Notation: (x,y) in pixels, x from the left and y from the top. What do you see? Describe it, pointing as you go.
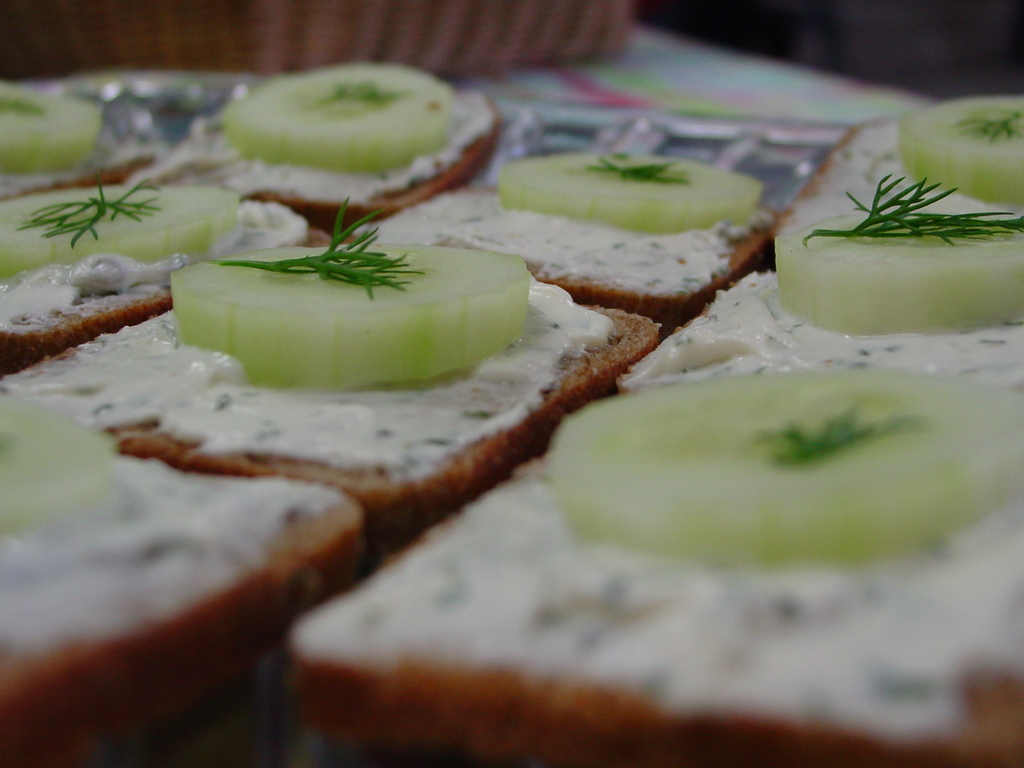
In this picture we can see bread (409,538) and other food (317,325).
